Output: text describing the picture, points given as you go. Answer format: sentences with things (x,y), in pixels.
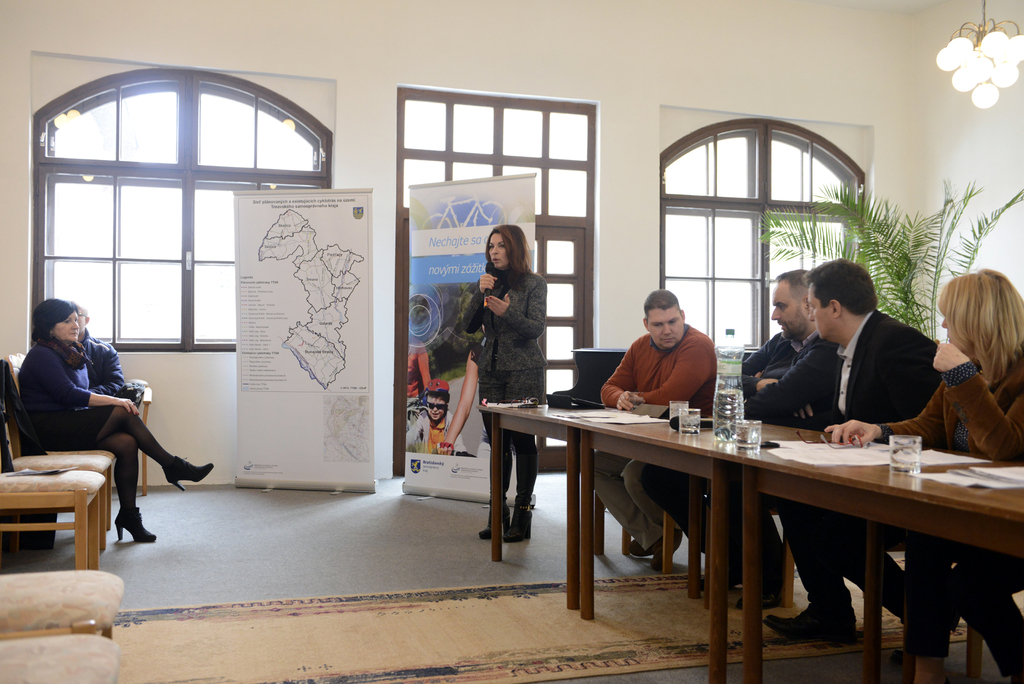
In this image I can see number of people (785,524) where a woman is standing. On this table (921,492) I can see few glasses (746,423) and a water bottle (725,415). In the background (860,250) I can see a plant (854,224) and two banners (358,360).
